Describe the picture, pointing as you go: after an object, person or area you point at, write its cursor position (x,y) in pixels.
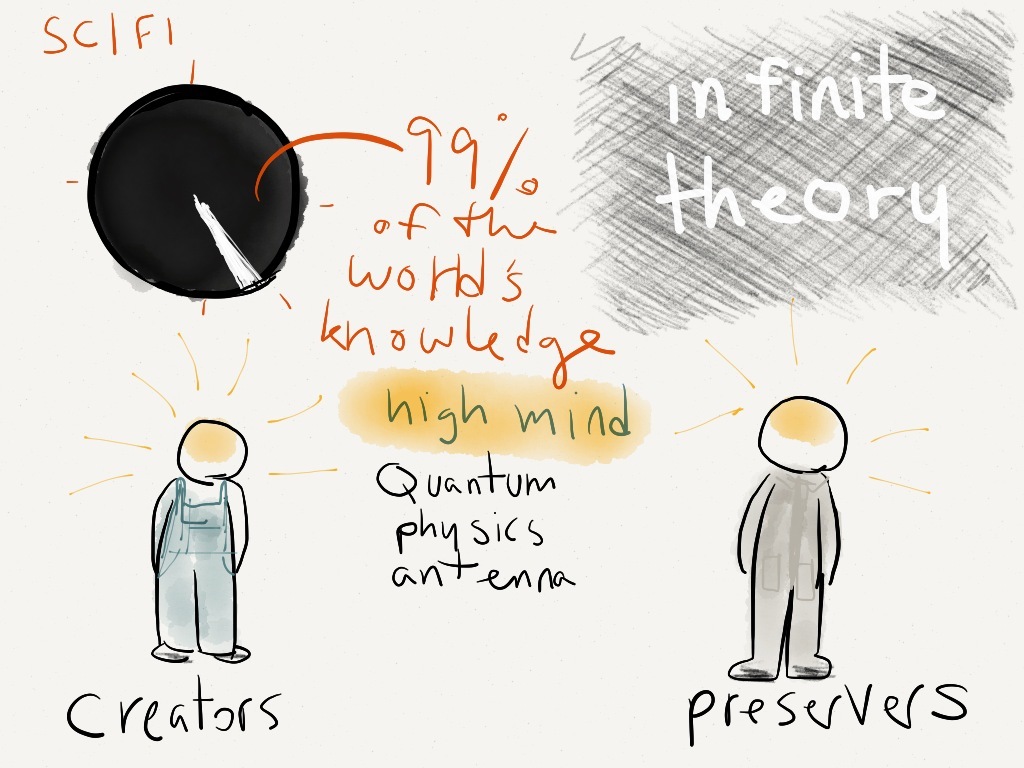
Here this is the picture showing that infinite theory. In the middle (519,490) there is a note (505,462). And on the left side (225,441) there is a person (230,428) mentioned it as creators and on the right side (731,675) one more person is there and mentioned it as preservers.
